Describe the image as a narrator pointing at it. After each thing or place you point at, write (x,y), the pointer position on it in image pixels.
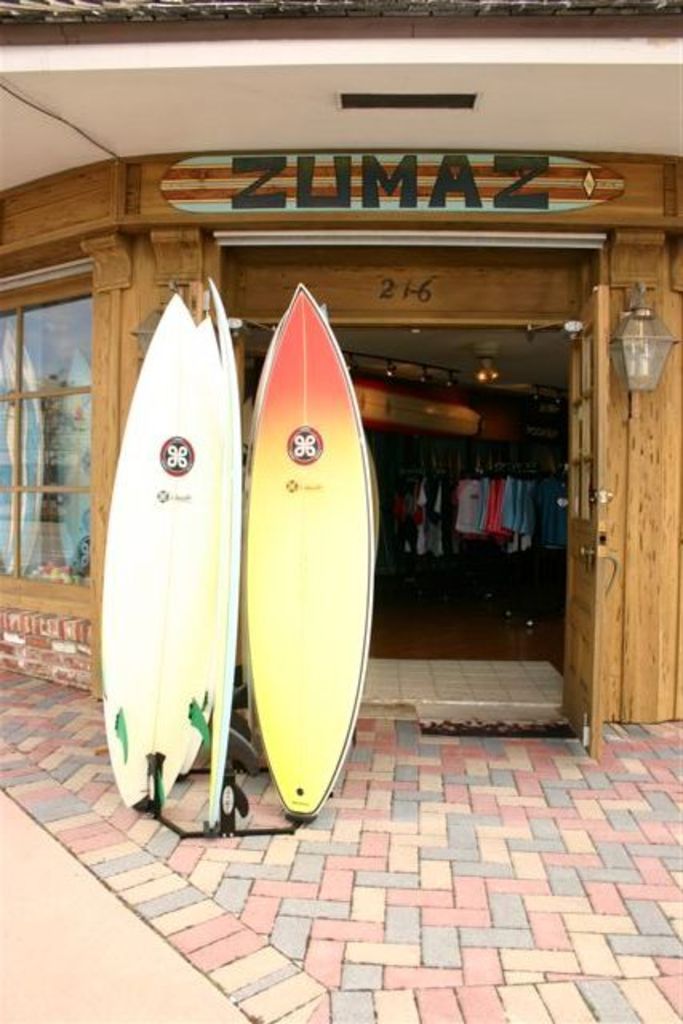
In this image I can see the ground (445,908), few surfboards (263,709) which are white, yellow and orange in color and a building (354,135) which is white and brown in color. I can see the glass window (82,399) through which I can see few surfboards (12,413) and inside the building (469,541) I can see few clothes (499,541) hanged, the ceiling (438,352) and few lights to the ceiling (431,344).
